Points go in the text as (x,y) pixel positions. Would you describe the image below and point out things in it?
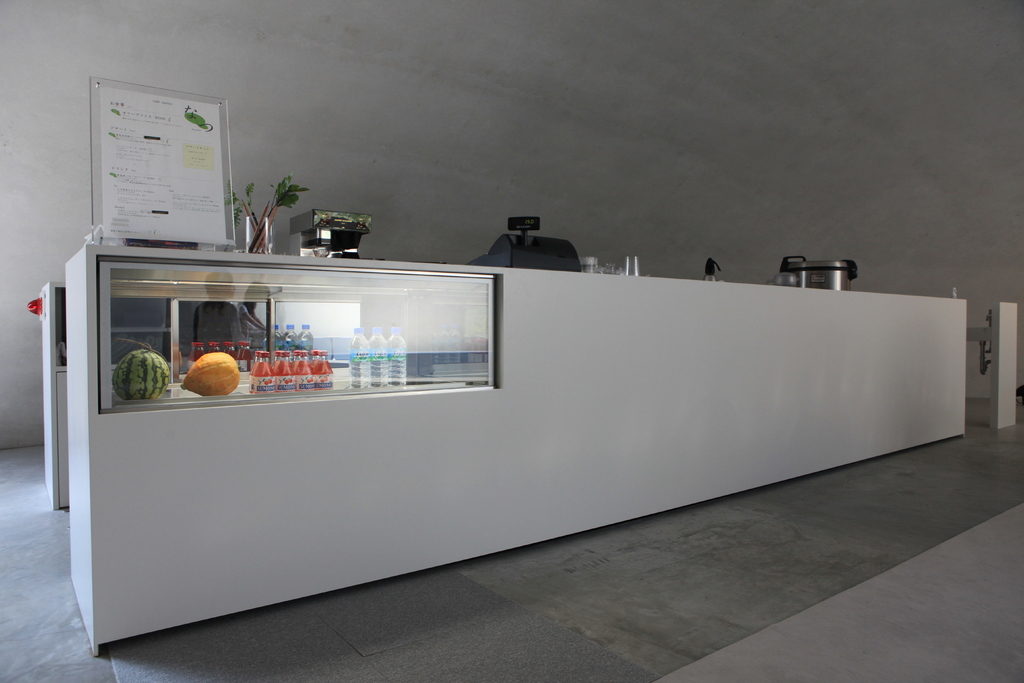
In the image we can see floor (858,578), table (707,438), water bottles (393,370), watermelon (138,379), leaves (286,196), glass board (141,174) and other objects (565,252). This is a wall (30,236) and we can see the reflection (210,313) of people (235,315) wearing clothes (235,326).
